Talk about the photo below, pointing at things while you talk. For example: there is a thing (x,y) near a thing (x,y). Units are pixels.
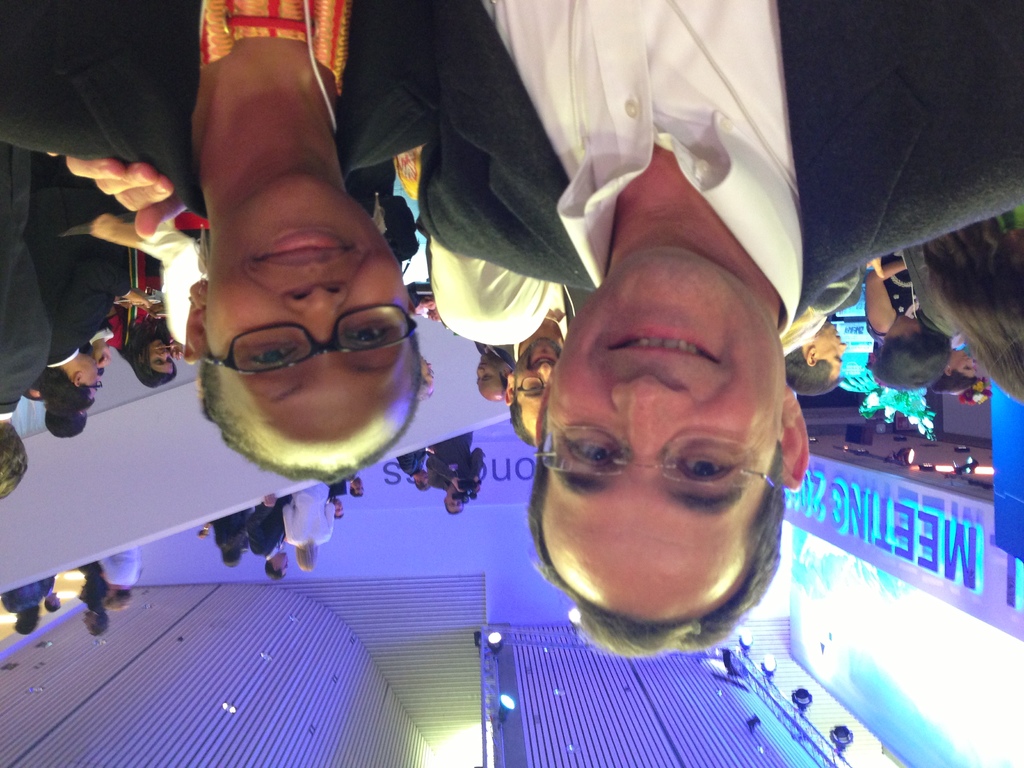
In this picture we can see two people (638,221) wore spectacles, smiling and at the back of them we can see a group of people (3,600), lights (724,668) and some objects (909,425).
